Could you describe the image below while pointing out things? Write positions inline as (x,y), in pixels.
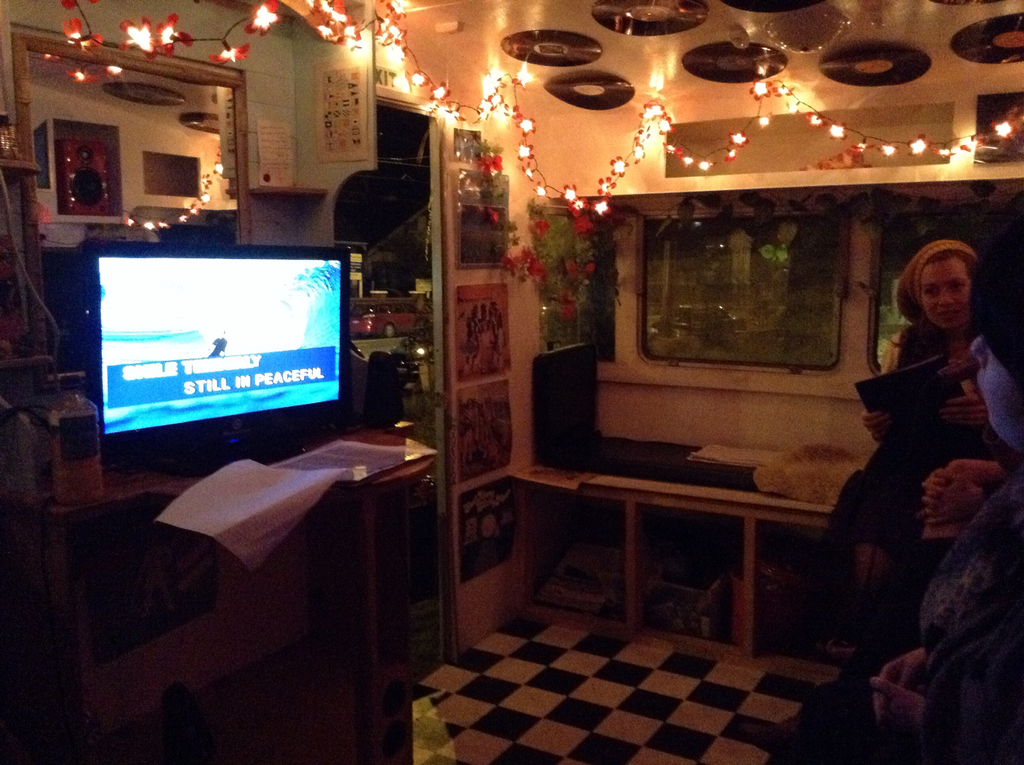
The image is taken inside a room (230,388). On the left (154,548) there are desk (157,530), monitor (228,404), paper (269,511) and other objects (10,361). At the top (231,62) there are lights (491,107) and other objects (630,30). On the left (230,174) there are mirror (212,140), papers (338,121) and other objects (393,310). On the right (961,445) there are two people (1003,575) sitting on a bench (642,482). In the center of the picture (486,343) there are posters (498,288), flowers (553,265) and windows (696,333).
